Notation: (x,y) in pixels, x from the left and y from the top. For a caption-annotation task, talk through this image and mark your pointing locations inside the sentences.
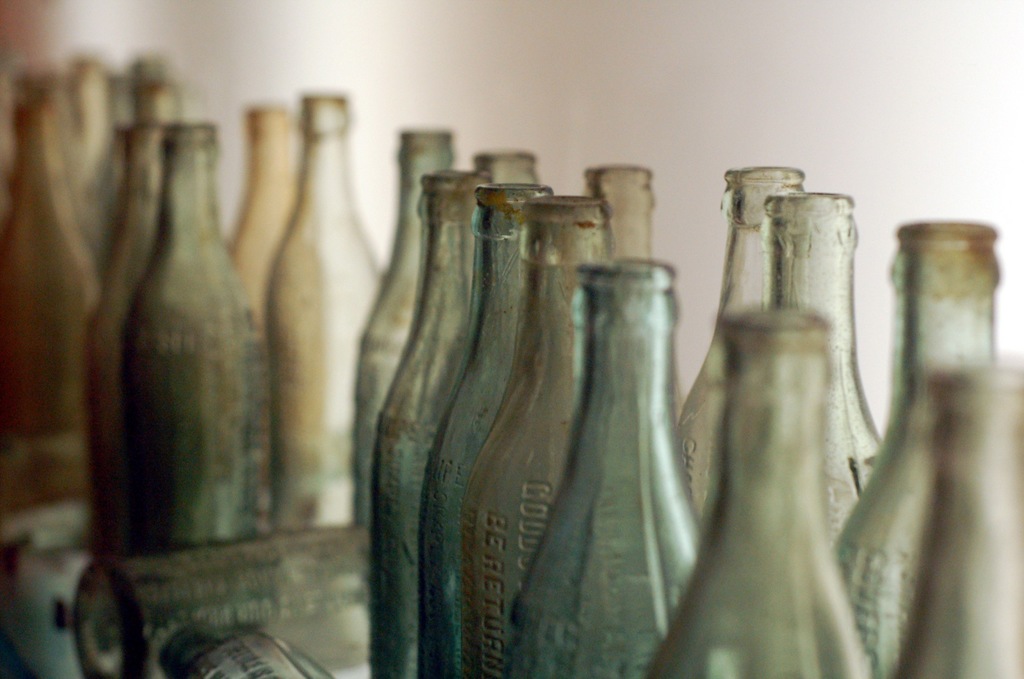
In this image there are many bottles (717,474) placed on the table (80,533).
